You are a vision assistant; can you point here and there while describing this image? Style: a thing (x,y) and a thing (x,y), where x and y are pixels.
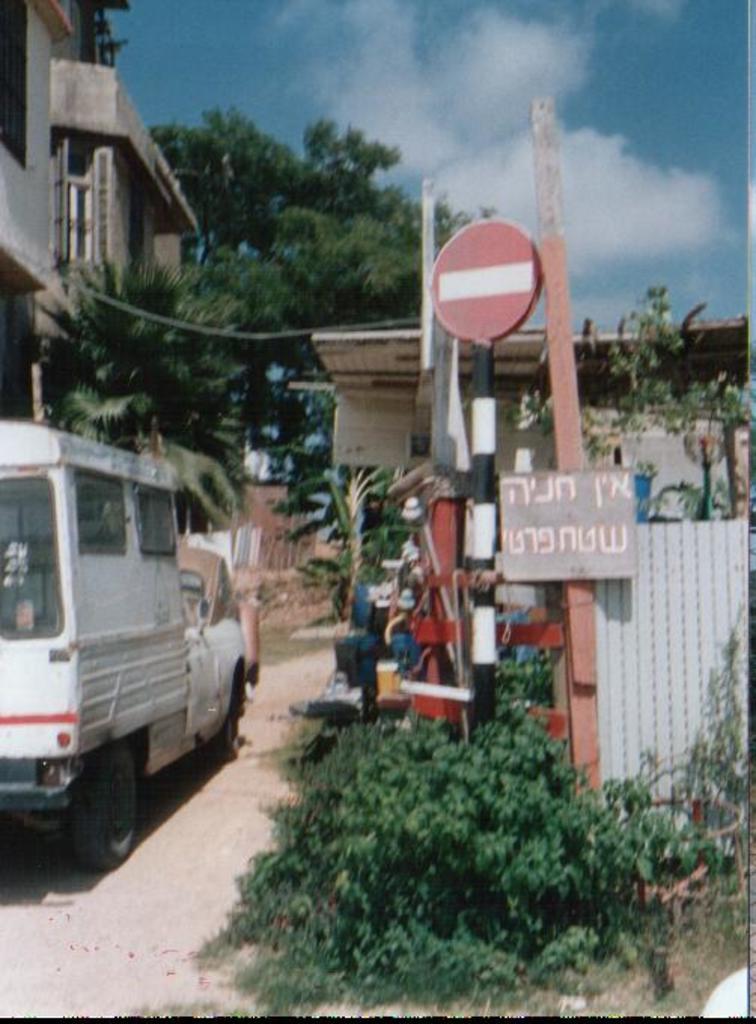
In the image we can see a vehicle (101,600) on the road (162,902). This is a pole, board (509,527), plant (481,773), grass (680,957), tree (358,539), building (129,174) and a cloudy sky (604,27).
